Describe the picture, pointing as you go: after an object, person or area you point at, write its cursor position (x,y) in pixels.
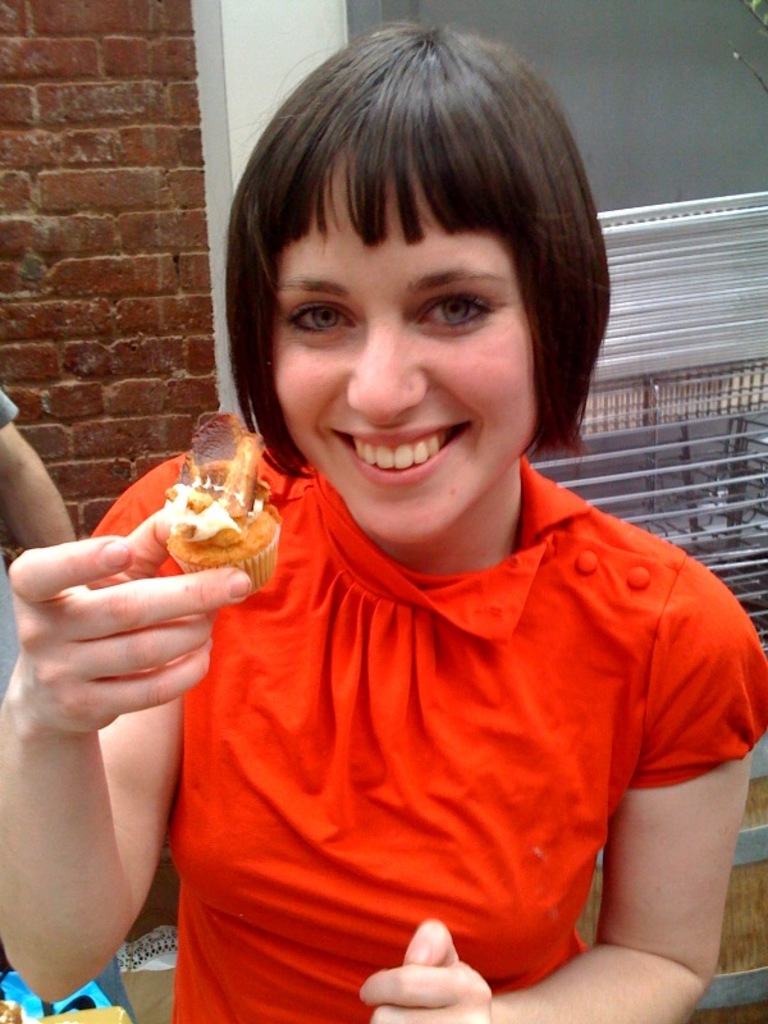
In this image there is a woman (351,538) holding an object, there is a person (51,494) towards the left of the image (41,517), there is an object (81,1020) towards the left of the image (91,1000), there is a window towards the right of the image (669,328), there is a wall (153,291) towards the left of the image (104,193).
